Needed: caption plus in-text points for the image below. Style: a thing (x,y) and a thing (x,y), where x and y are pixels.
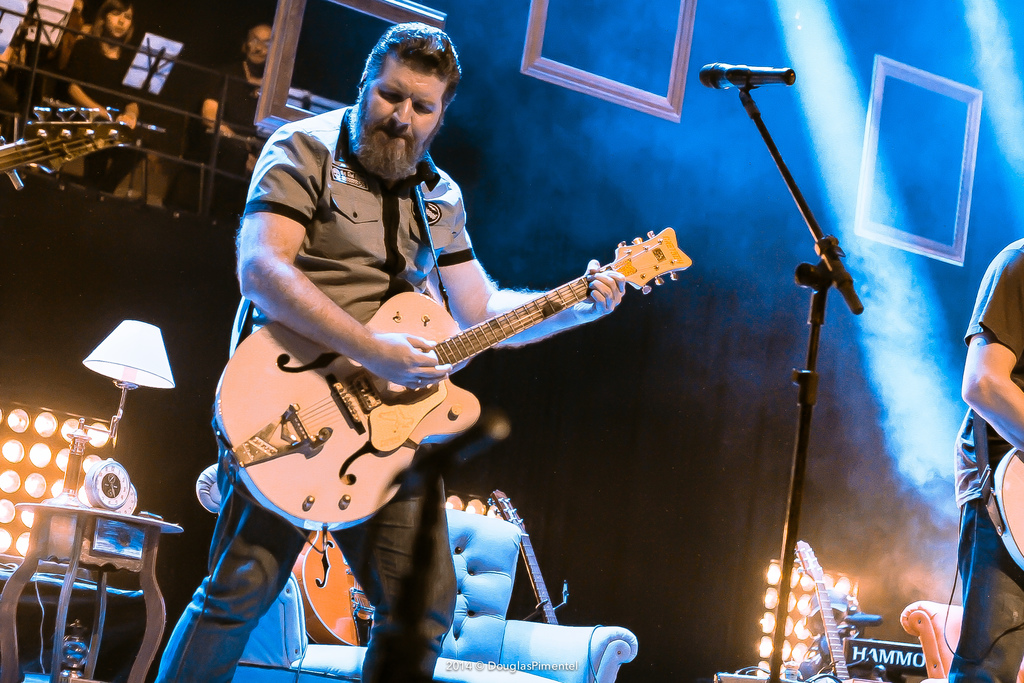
In this image I can see two people (398,242) standing. One person (381,137) is standing in-front of the mic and playing guitar (356,451). At the back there is a couch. To the side of couch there is a lamp (163,357), clock (110,479) on the table (75,512). In the background (90,82) there are two people (228,102) sitting.
